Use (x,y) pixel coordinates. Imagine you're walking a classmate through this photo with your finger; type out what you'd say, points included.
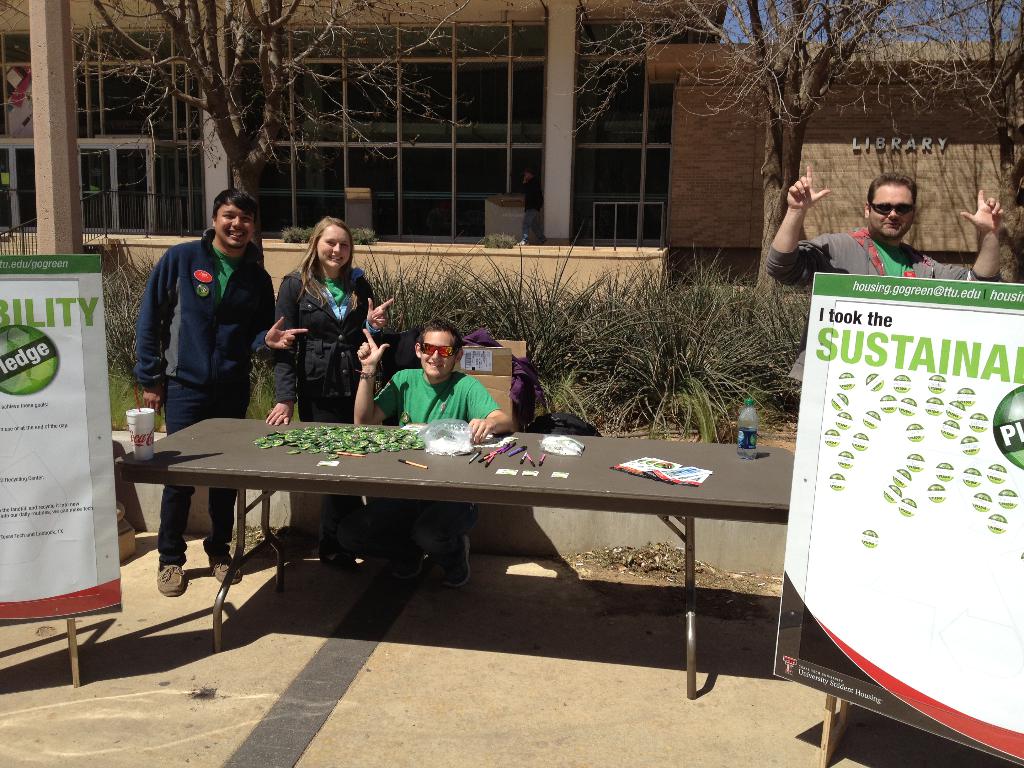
In this image i can see outside view of a building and there are the two persons (233,300) standing on the left side (218,392) and in front of the building (501,60) there are some trees (833,70) and grass (611,336) on the floor (766,581) and there is a table (379,479), on the table (605,450) there are some objects (359,442) kept on the table (454,477), behind the table (472,477) a person (429,378) wearing a green color shirt (431,395) and wearing a spectacles (442,353). on the right side (878,312) there is a hoarding board (954,334) visible, back side of hoarding board (898,397) there is a person (837,258) stand on the floor (752,603).
